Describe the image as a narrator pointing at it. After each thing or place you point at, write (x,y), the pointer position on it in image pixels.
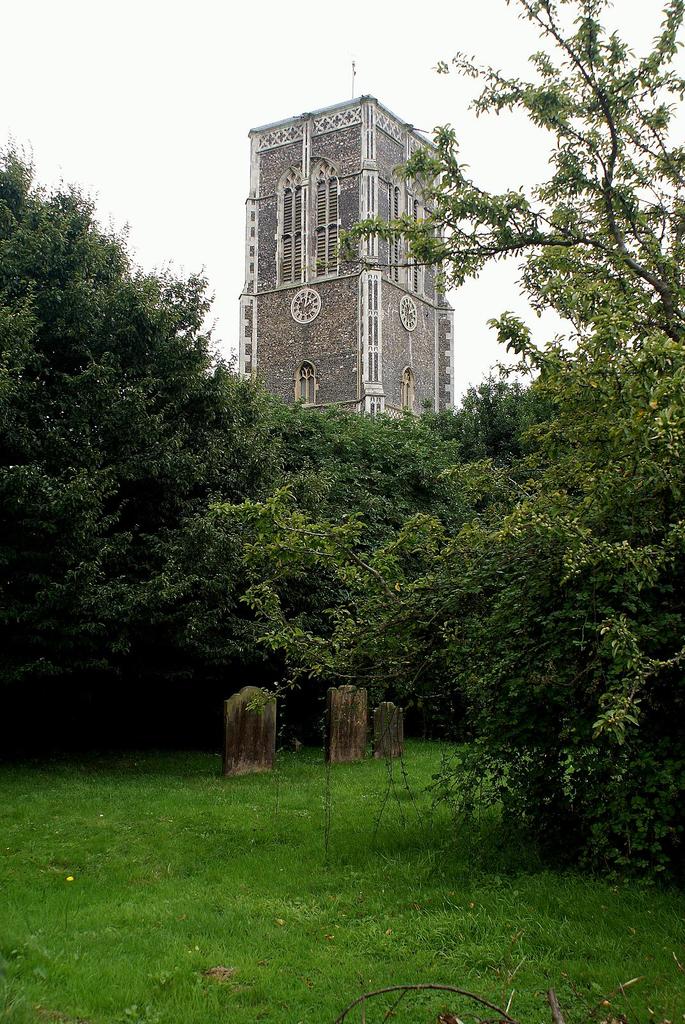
In this image I can see the grass (286,927) and the trees (345,614). In the background (317,300), I can see a building (349,221) and the sky (173,79).
